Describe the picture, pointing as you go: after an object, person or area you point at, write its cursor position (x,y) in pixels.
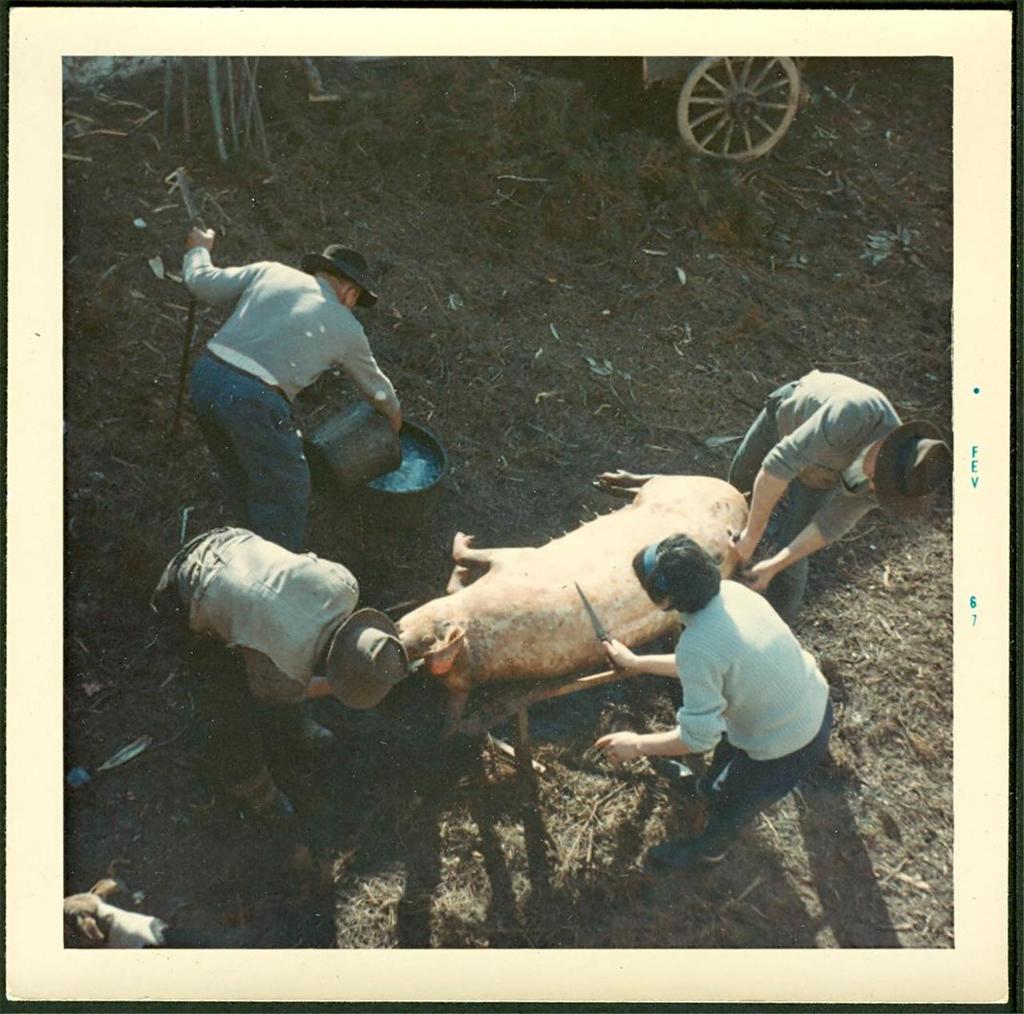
In this picture we can see there are four people (824,707) on the path (111,200) and in front of the people (395,677) there is an animal (524,608). Behind the people (385,403) there is a wheel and some items (428,448).
